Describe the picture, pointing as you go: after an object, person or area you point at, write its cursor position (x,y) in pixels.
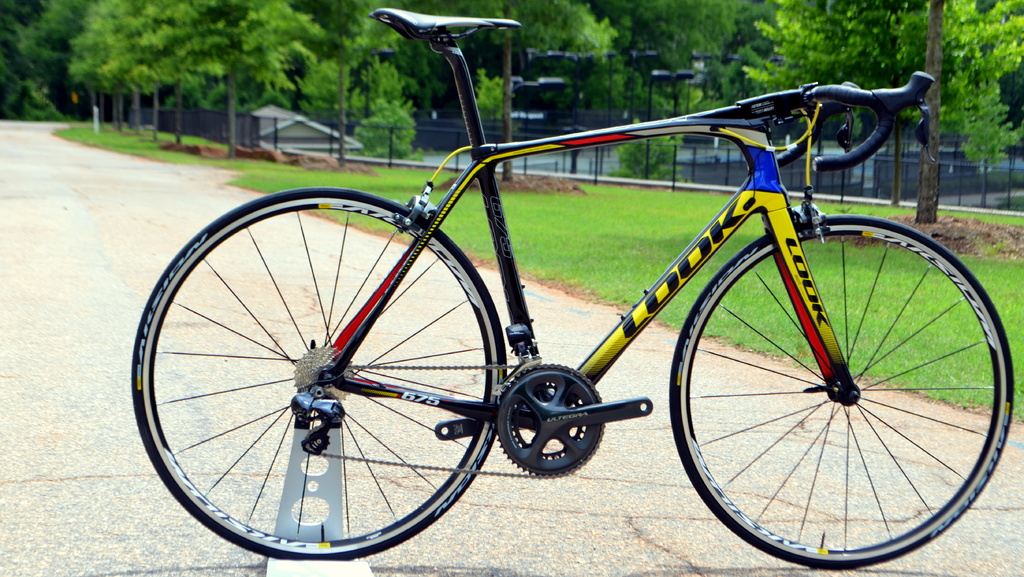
In the image we can see there is a bicycle (549,471) kept on the ground (416,458) and behind there are trees (539,43).
